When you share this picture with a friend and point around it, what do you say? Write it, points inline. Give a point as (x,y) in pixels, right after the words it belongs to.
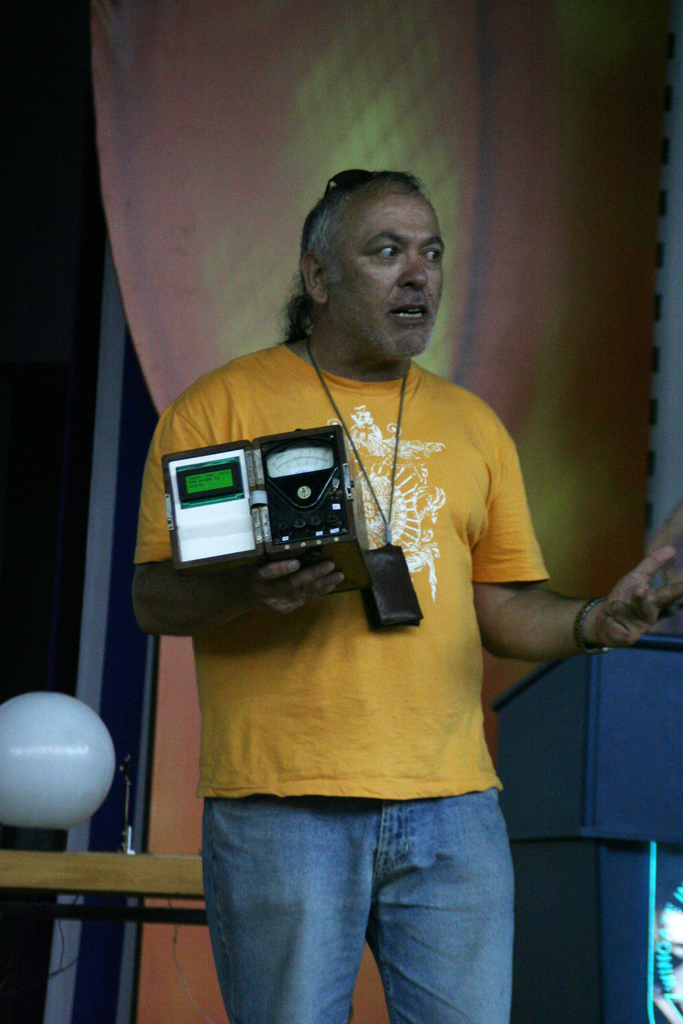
In this image we can see a man (472,713) standing. He is holding an object (358,571). On the left (105,886) there is a table (86,893). On the right (646,713) there is a podium (622,832). In the background (532,210) there is a curtain (483,183) and a wall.
